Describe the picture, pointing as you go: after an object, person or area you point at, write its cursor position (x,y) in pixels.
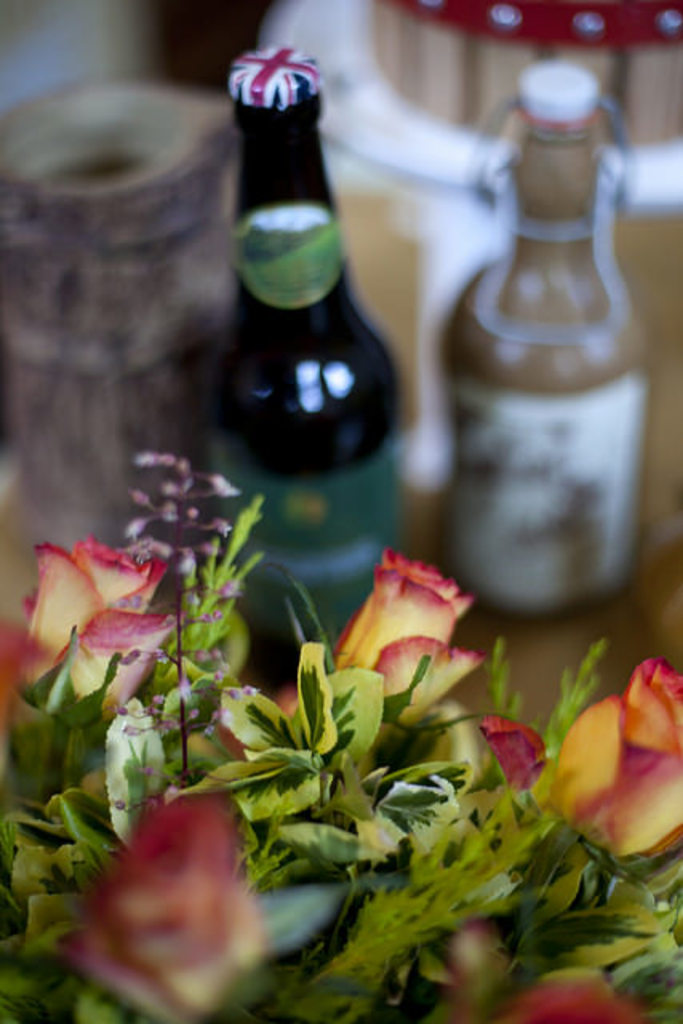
In this image in the middle (371,410) there are two bottles (371,423). At the bottom (298,840) there is a flower vase (326,822).
